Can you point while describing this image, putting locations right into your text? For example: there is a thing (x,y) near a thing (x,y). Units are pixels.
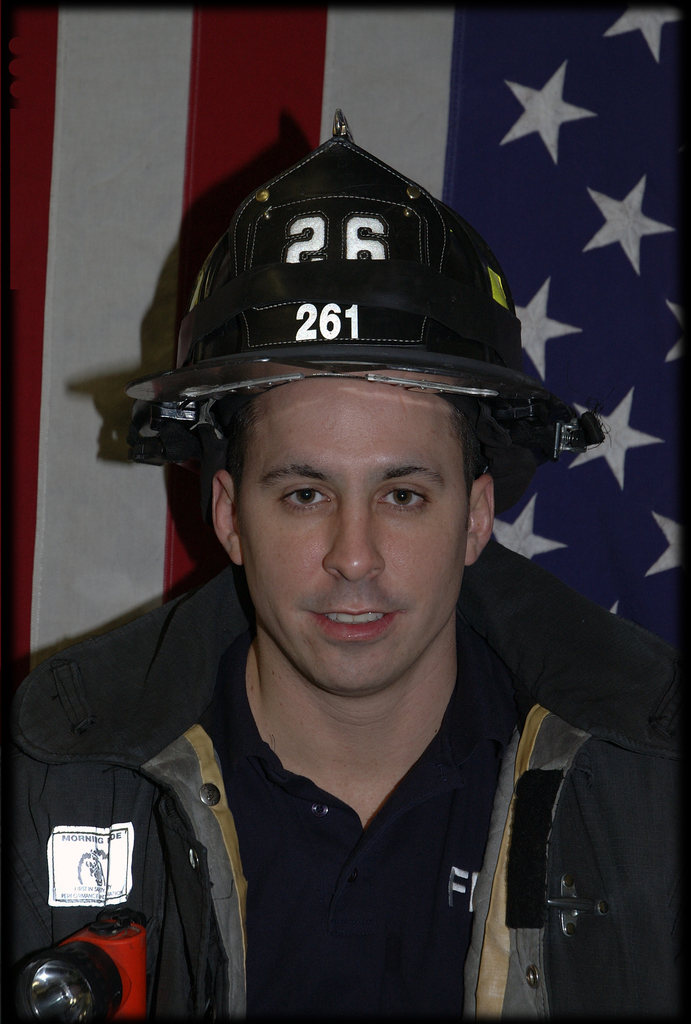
A man (333,730) is present wearing a helmet (212,398). There is a USA flag (65,195) behind him.
